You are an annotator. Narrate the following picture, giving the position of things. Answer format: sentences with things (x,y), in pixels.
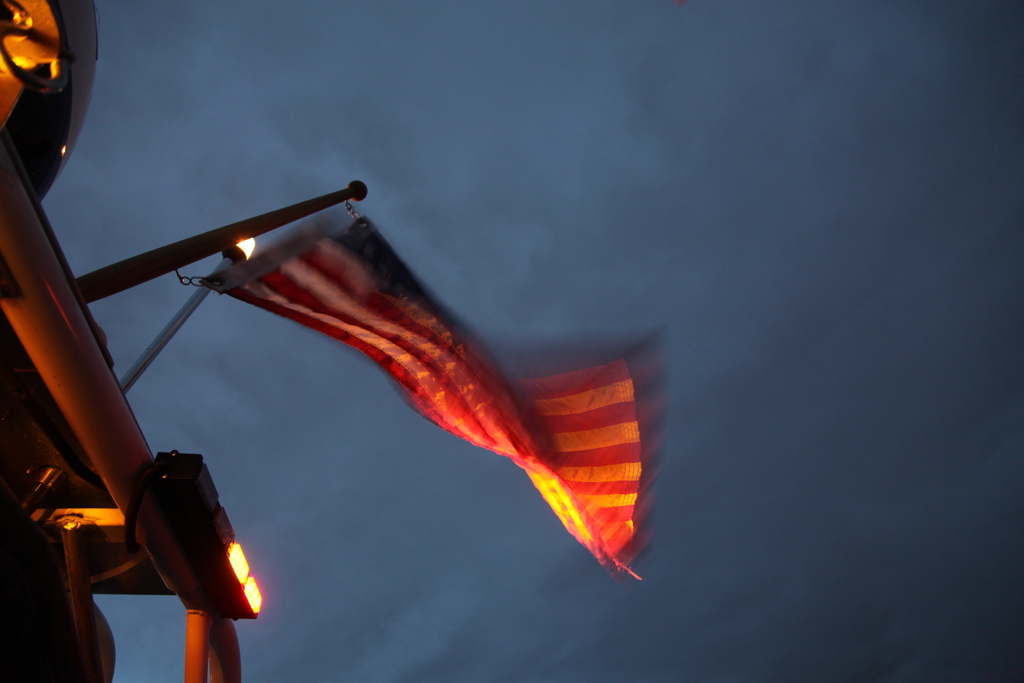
In this picture, it seems like a flag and light (211,501) on a vehicle (60,409) in the foreground (192,495) and the sky (294,364) in the background (354,403).
